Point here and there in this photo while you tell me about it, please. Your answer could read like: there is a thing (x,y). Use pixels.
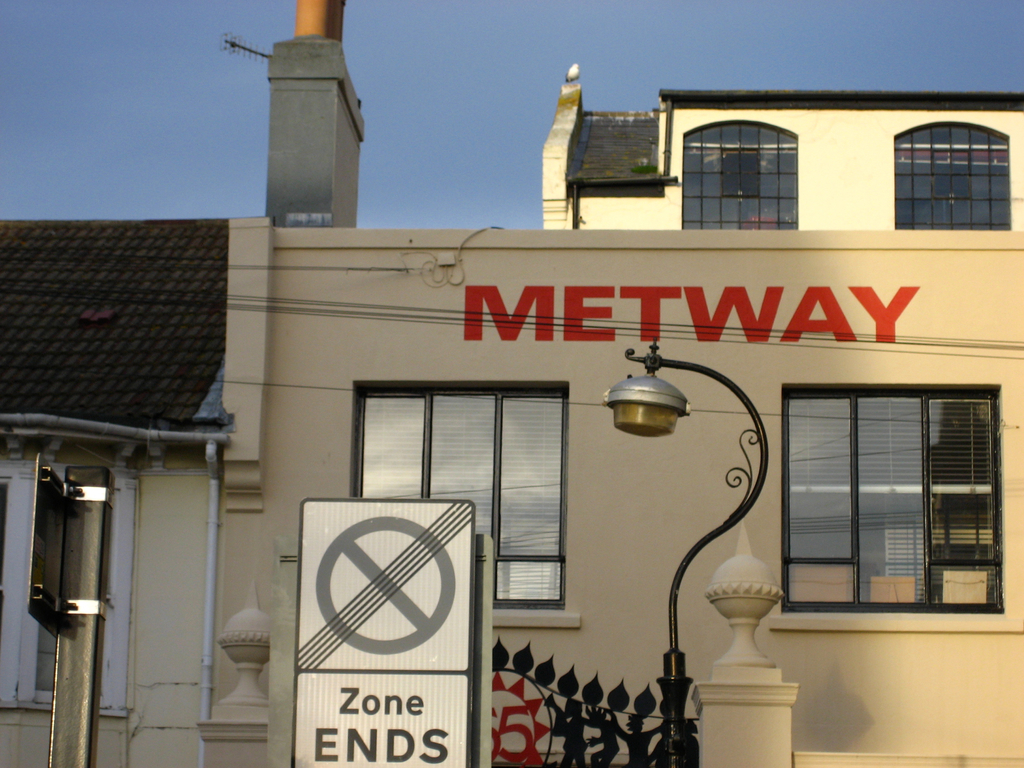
In this picture we can see a building (412,385), there is a hoarding (470,725), a pole (664,690) and a light (661,391) in the front (659,396), we can see windows (446,449) of the building (859,354), there is the sky (452,95) at the top of the picture (433,98).
